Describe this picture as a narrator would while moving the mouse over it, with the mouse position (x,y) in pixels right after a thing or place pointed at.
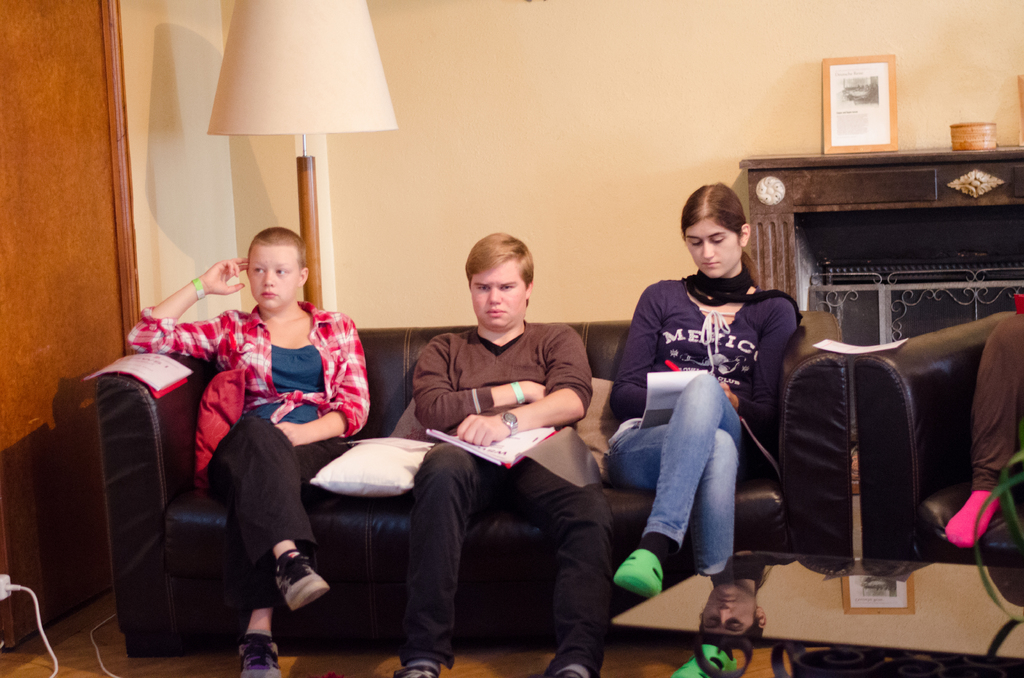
In this i can see there are the three persons (513,396) sitting on the sofa set (399,549). on the right side (831,608) i can see a table (848,604), on the table (865,570) i can see a mirror image (729,603) of the person (741,600) and i can see a table (890,204) on the right corner (890,167) and i can see a photo frame (861,99) on the table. and i can see a lamp (280,113) on the left (290,125) and i can see a cable cord (15,580) on the left corner (14,583). And left a person (223,344) wearing a red color t-shirt (194,333) and beside her there is a pillow (375,453). after the pillow (375,454) a man (465,420) wearing a watch (510,416) and holding a book (509,451). beside him there is another woman (690,330) sitting on sofa set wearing a black color scarf (722,292), holding a book (662,378).
